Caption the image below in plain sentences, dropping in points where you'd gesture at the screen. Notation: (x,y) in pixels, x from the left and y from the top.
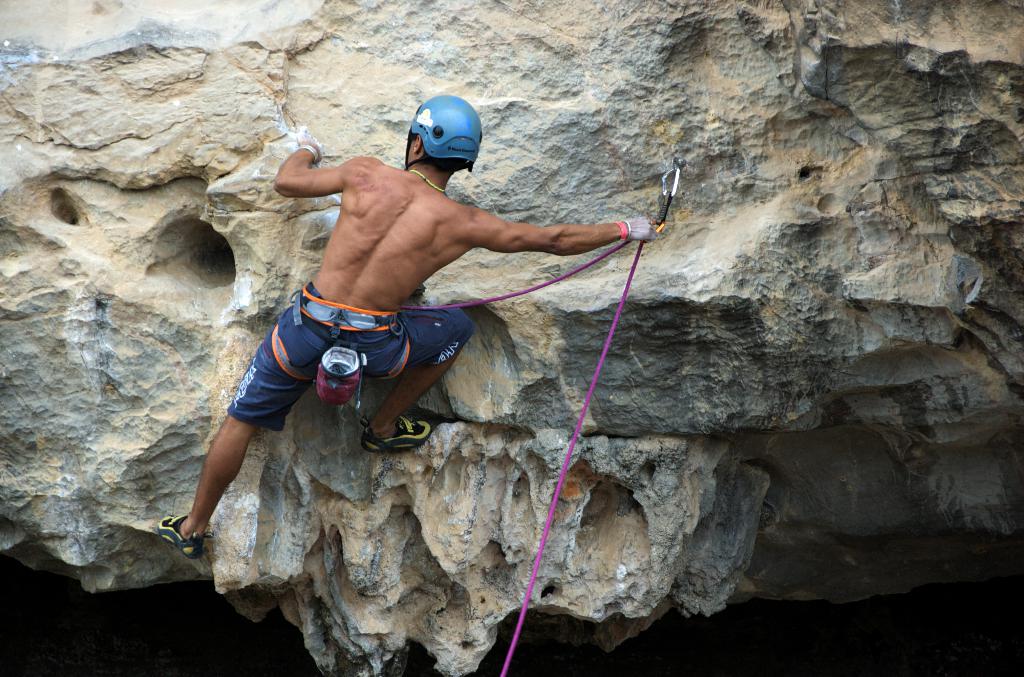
In this image I can see a person (314,281) is climbing on the rock (517,271).
